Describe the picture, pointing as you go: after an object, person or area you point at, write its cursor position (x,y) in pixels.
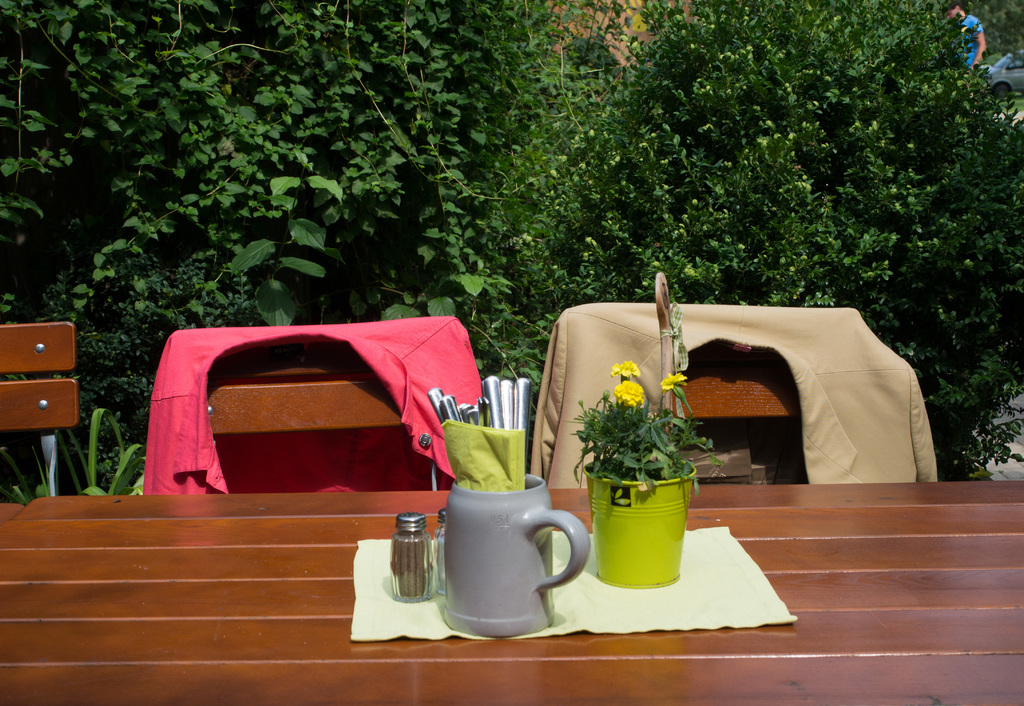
In this image I can see a table (255,508) and the chairs (329,352). On the table (319,683) there is a cup (497,590), spoon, shaker (410,556) and the flower vase (637,522). On the chair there are clothes (779,342). In the background (521,113) there are trees (500,161).
